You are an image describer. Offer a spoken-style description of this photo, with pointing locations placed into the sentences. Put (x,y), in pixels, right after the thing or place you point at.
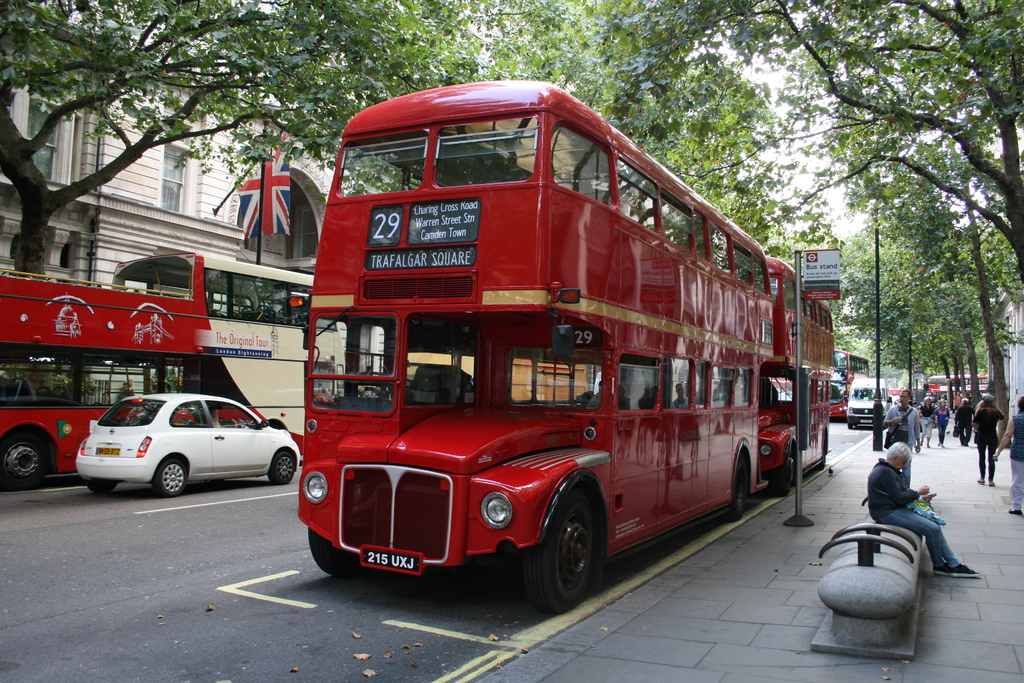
In this picture I can observe buses (471,355) and cars (283,479) on the road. On the right side (800,557) there is a footpath (760,562) on which some people (909,421) are walking. I can observe some trees (764,119) on either sides of the road (140,561). On the left side (175,203) I can observe a building (150,206). In the background (785,194) there is sky (784,154).
